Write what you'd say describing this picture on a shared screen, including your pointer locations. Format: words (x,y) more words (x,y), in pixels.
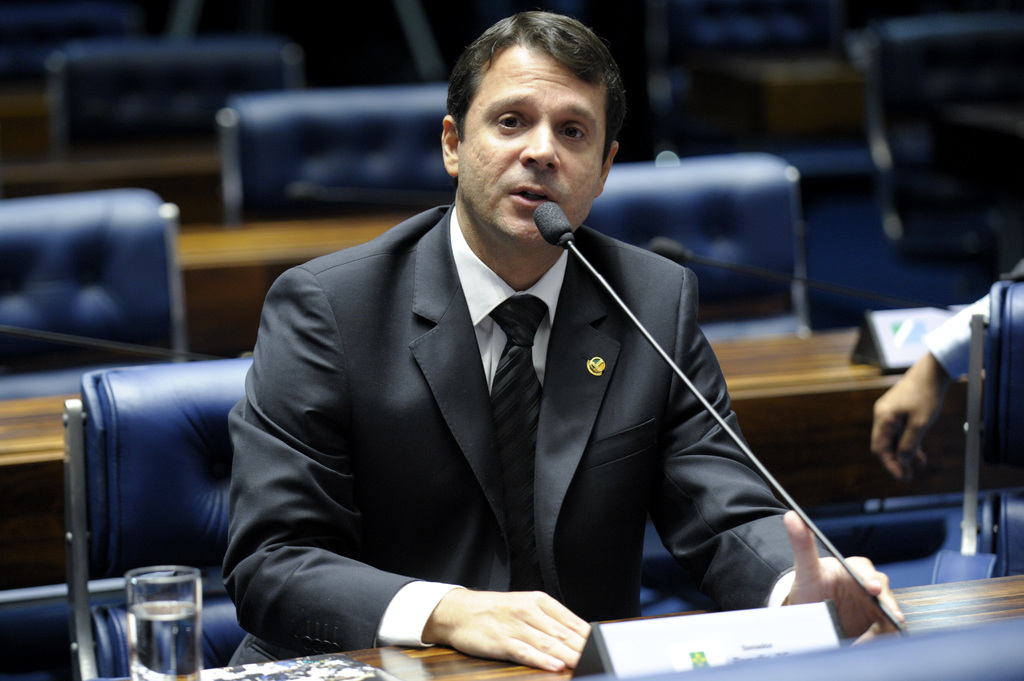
This picture is clicked inside. In the center (443,292) there is a man (472,324) wearing suit (341,420), sitting on the chair (174,462) and seems to be talking. In the foreground (977,604) there is a wooden table (431,651) to which a microphone (552,220) is attached and we can see a glass (155,623) of water (176,606) and a name plate (776,636) is placed on the top of the table (994,595). On the right corner (966,309) there is another person (955,334). In the background (1004,341) we can see the tables (304,253) and the blue color chairs (55,272) placed on the ground (884,294).
